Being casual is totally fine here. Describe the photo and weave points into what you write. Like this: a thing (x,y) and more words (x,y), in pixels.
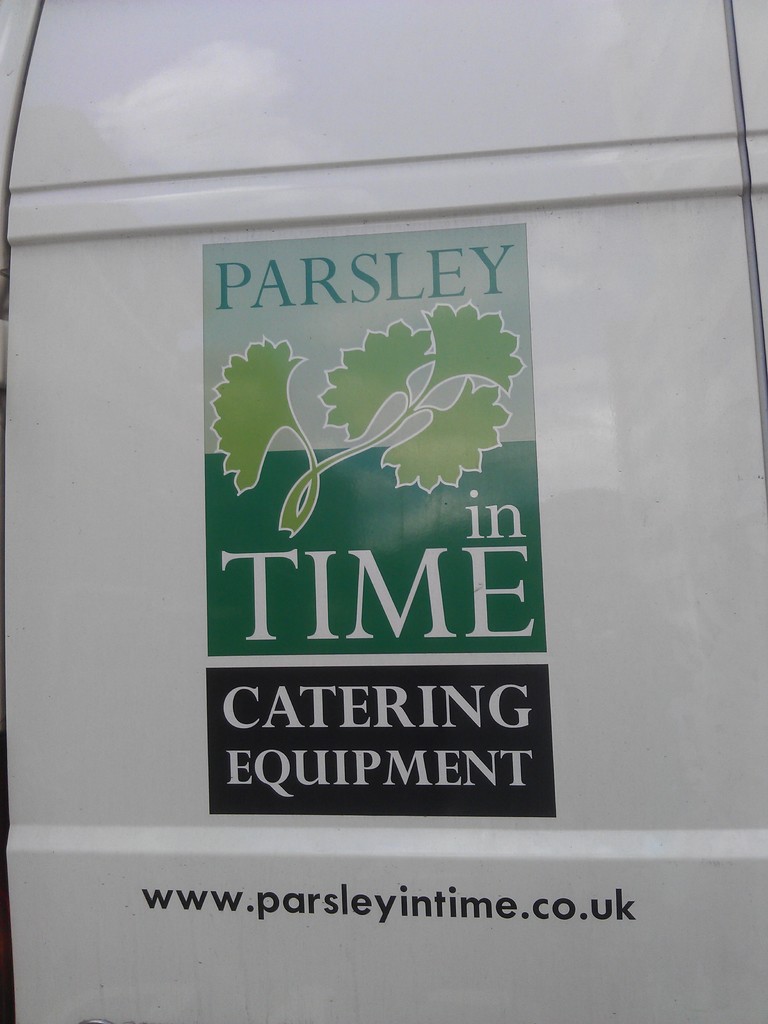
In the image we can see a logo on a vehicle (208,791).
